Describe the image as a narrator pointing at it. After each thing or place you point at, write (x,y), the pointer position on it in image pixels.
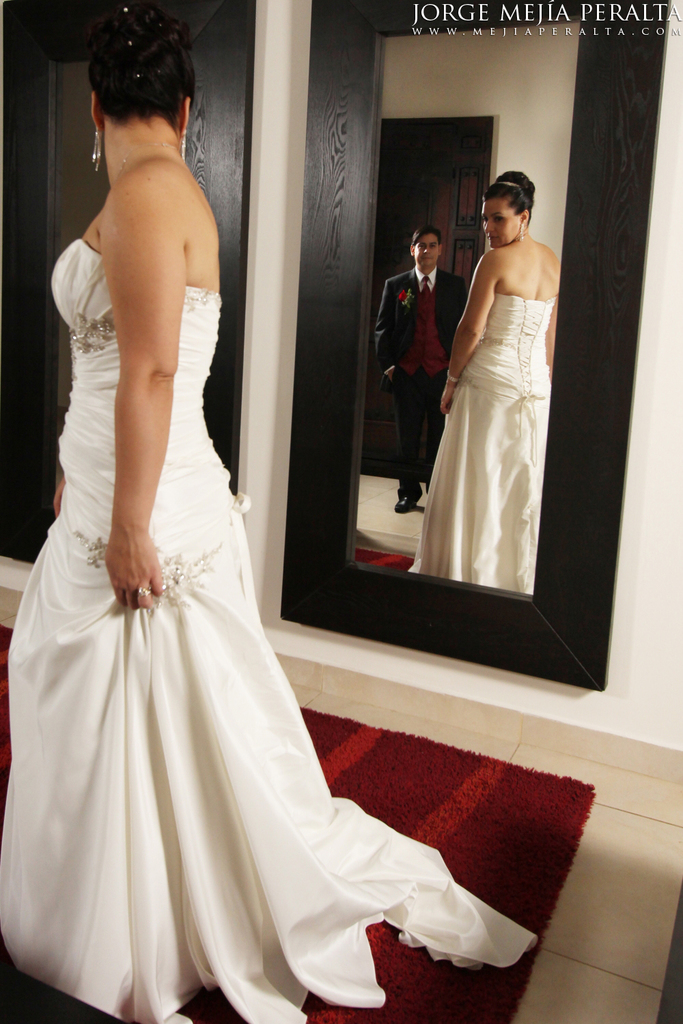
A woman (181,568) is standing near to the mirror (507,375), a man (434,343) is standing wearing suit (415,382), this is red color carpet (519,835).
